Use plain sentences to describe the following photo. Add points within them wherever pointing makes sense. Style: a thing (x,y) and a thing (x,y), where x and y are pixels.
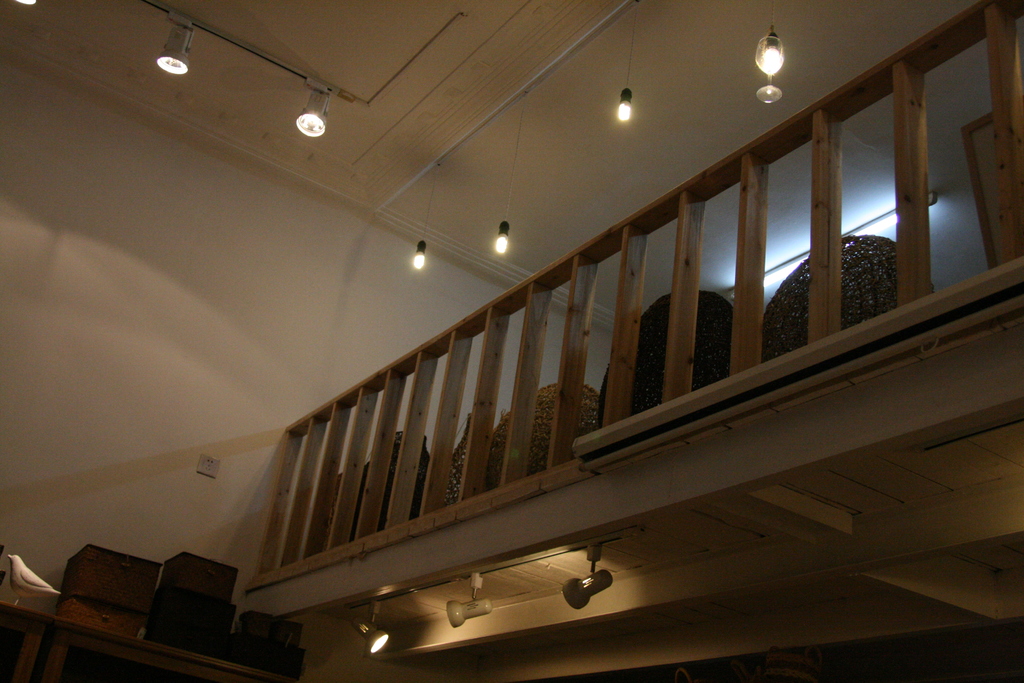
This is the picture of a room (649,461). In this image there are chairs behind the railing (816,299). There are boxes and there is an artificial bird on the table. There is a switch board (217,464) on the wall (202,475). At the top (885,216) there are lights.
